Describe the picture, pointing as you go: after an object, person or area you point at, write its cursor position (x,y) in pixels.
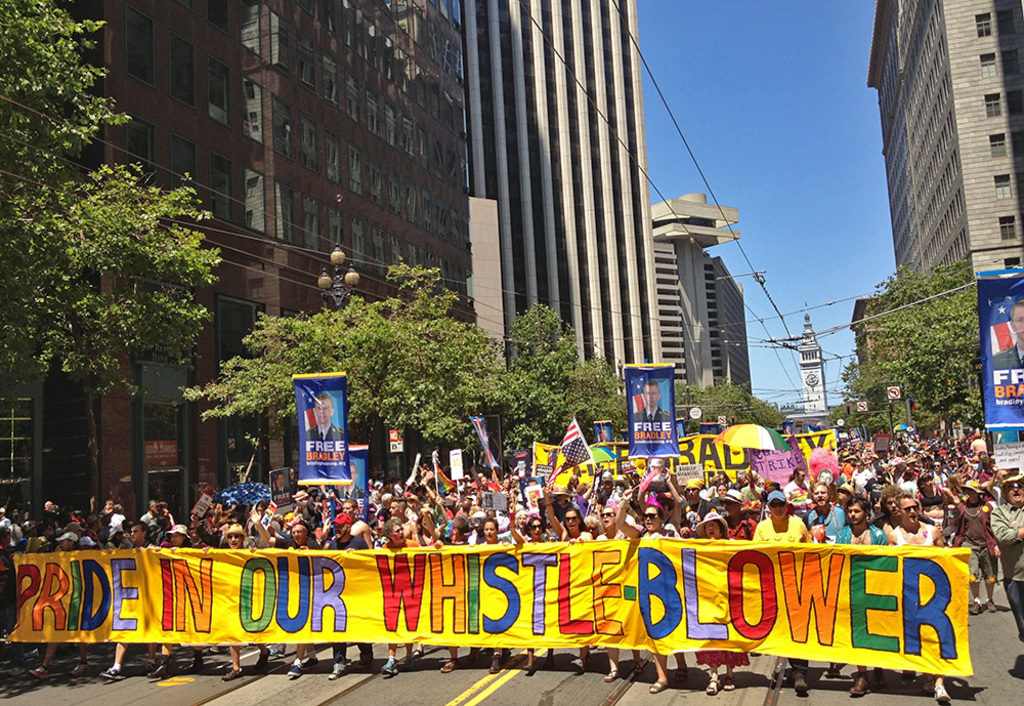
In this image people (359,535) are protesting on road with flags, posters (518,458) and banners (428,557), on either side of the road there are trees (747,393) buildings (955,176) and electrical wires (793,339).
